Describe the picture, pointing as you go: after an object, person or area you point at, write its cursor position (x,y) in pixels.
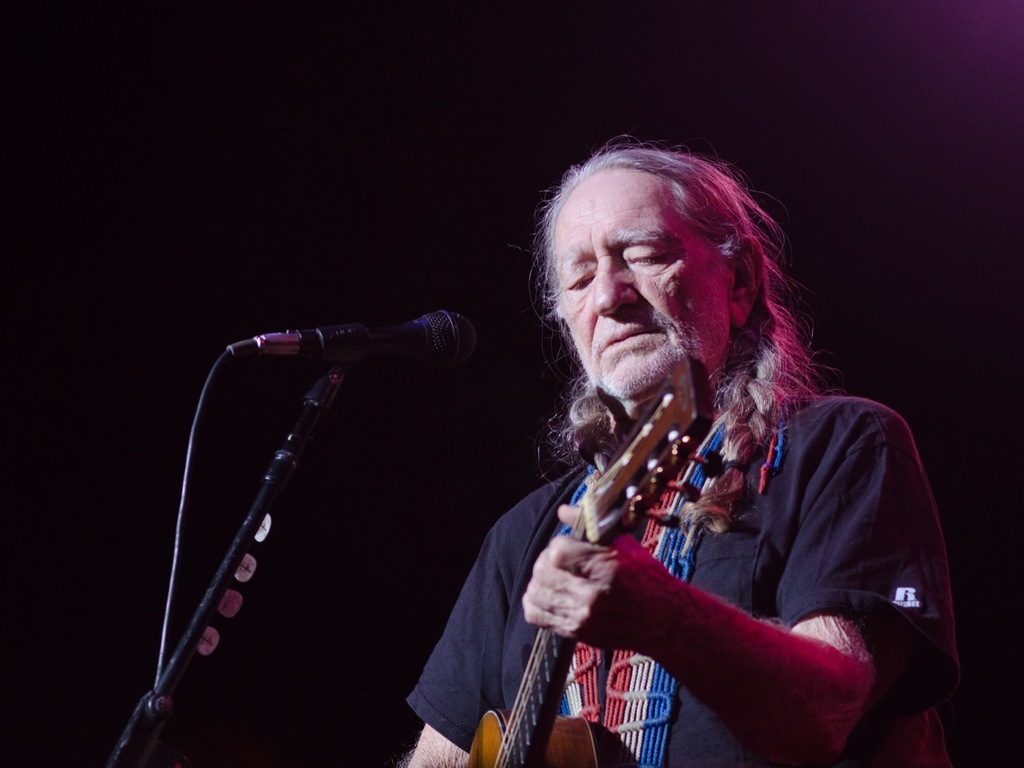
On the background (157,289) it is very dark. Here we can see one man (745,232) with long hair (756,383) standing in front of a mike (407,351) and playing guitar (581,730).
